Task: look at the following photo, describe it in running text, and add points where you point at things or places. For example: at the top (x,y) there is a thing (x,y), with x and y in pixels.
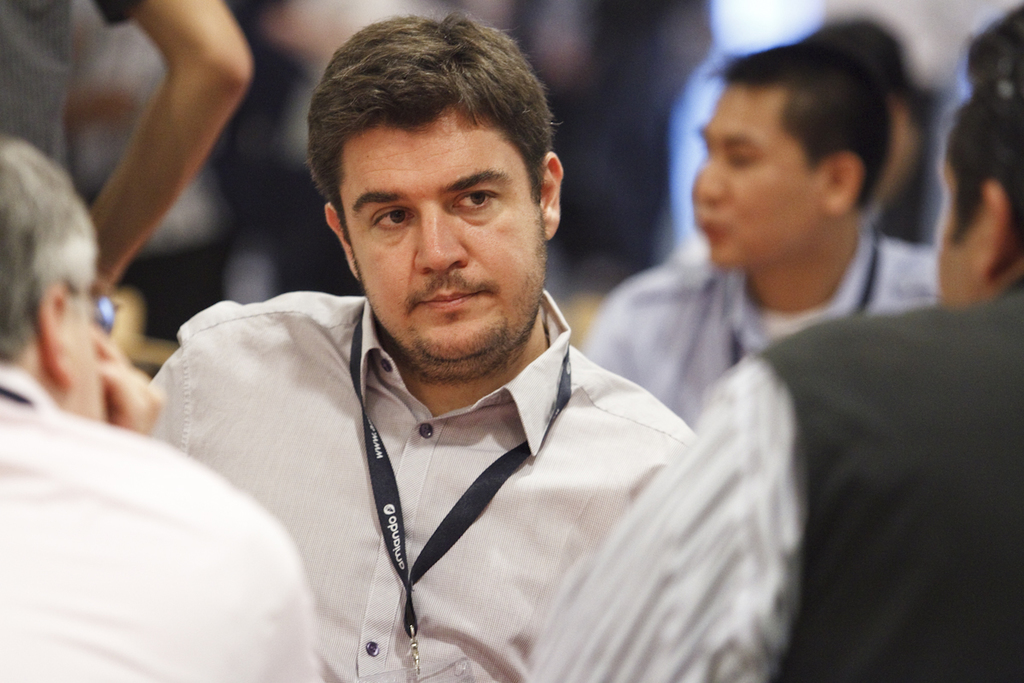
In this image I can see a group of people (539,415).
